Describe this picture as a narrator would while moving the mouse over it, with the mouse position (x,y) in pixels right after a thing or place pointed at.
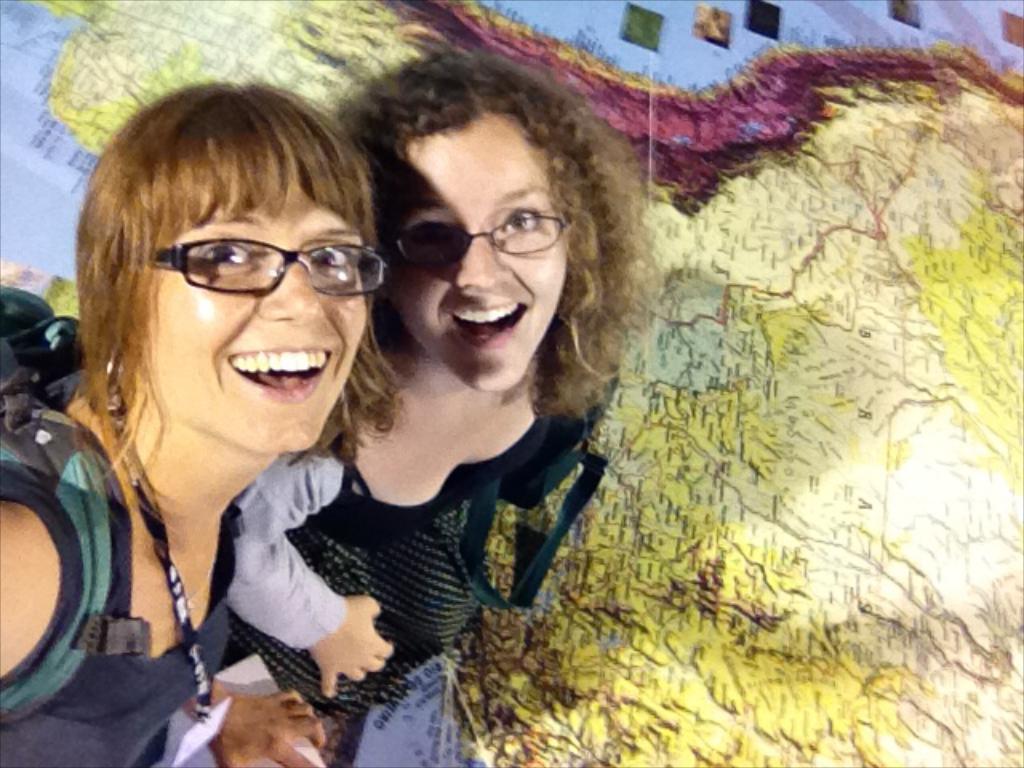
In this picture there are two persons (198,520) and there is a map (788,320) in the background (625,119).
